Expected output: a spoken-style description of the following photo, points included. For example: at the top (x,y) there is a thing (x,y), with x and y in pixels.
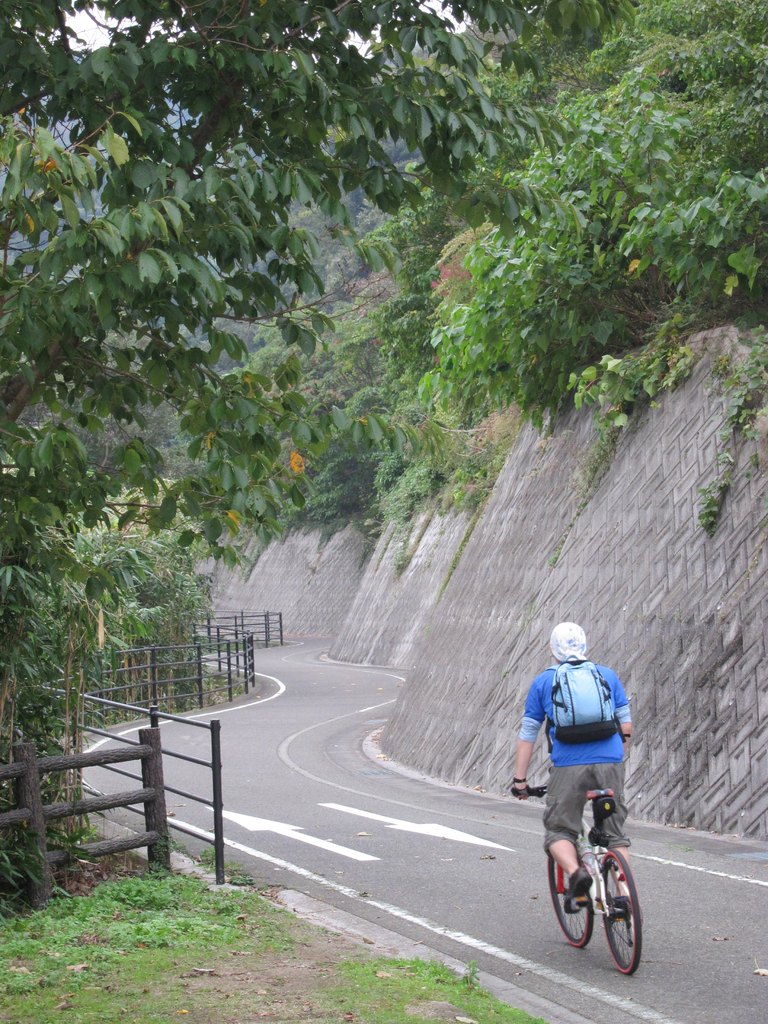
In the picture we can see a road (548,961) with turnings (169,766) and beside it, we can see railing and behind it, we can see grass surface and full of plants (78,70) and on the other side, we can see a slope (548,635) and on top of it, we can see plants (447,340) and on the road (748,975) we can see a man (553,656) riding a bicycle (623,903), he is white with cap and wearing a bag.
